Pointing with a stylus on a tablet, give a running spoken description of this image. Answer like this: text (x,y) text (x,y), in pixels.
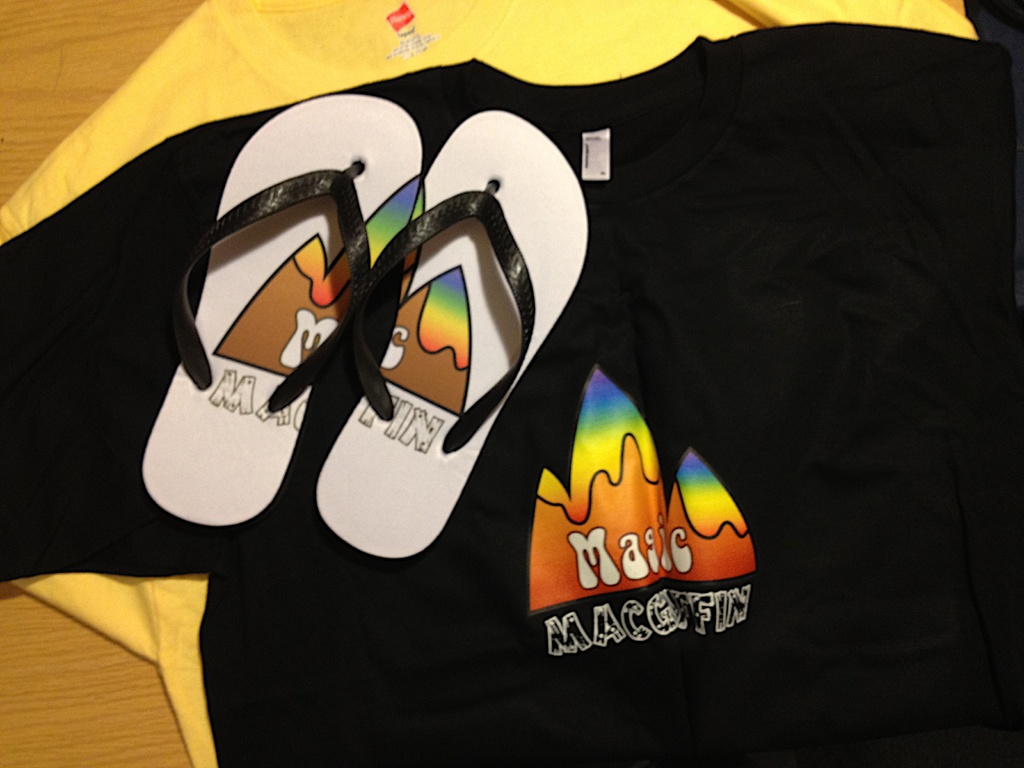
In this image we can see t-shirts (51,283) on the wooden surface (61,751).
